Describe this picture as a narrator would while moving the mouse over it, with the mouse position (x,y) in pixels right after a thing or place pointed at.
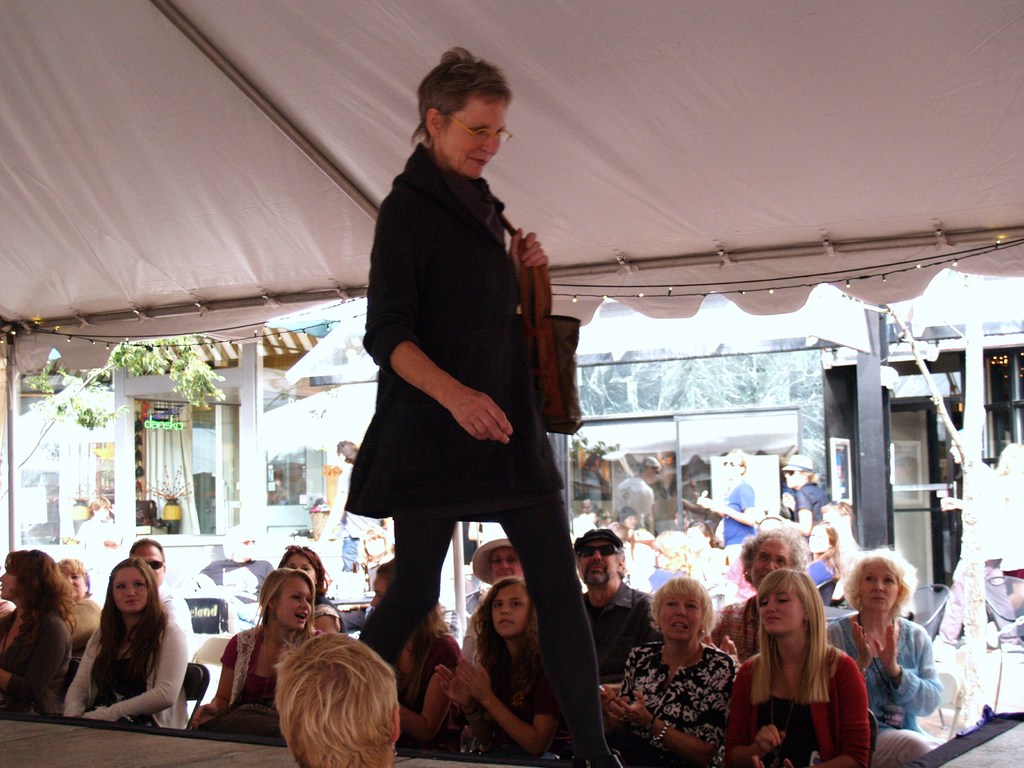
There is one woman (414,394) standing and wearing a black color dress (443,408) in the middle of this image (441,419). We can see a group of people (146,570) at the bottom of this image (717,698). We can a wall (629,445) and a curtain (699,267) in the background (860,477).
